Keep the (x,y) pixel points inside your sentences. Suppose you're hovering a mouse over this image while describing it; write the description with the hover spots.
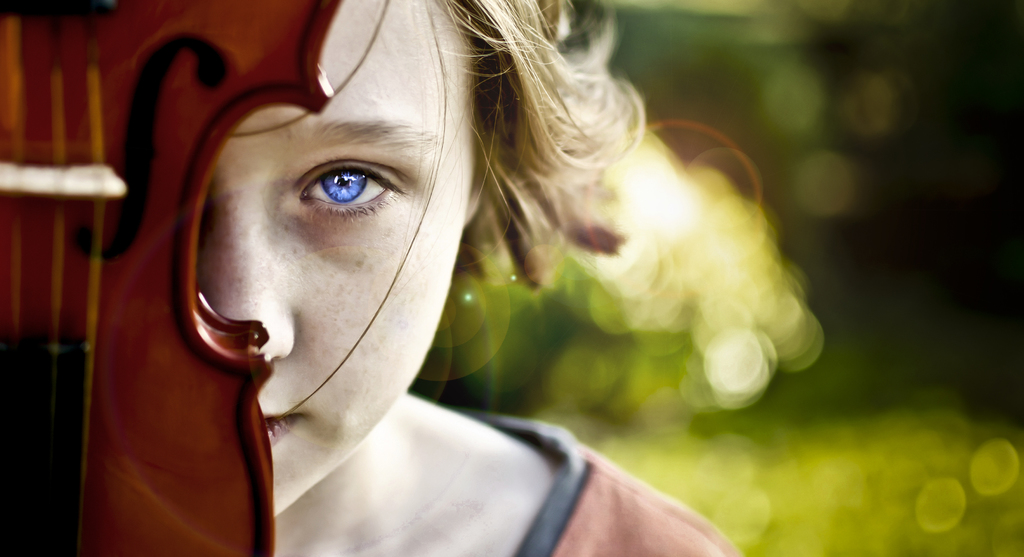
In this picture there is a person (326,478). This is musical instrument (78,382).
